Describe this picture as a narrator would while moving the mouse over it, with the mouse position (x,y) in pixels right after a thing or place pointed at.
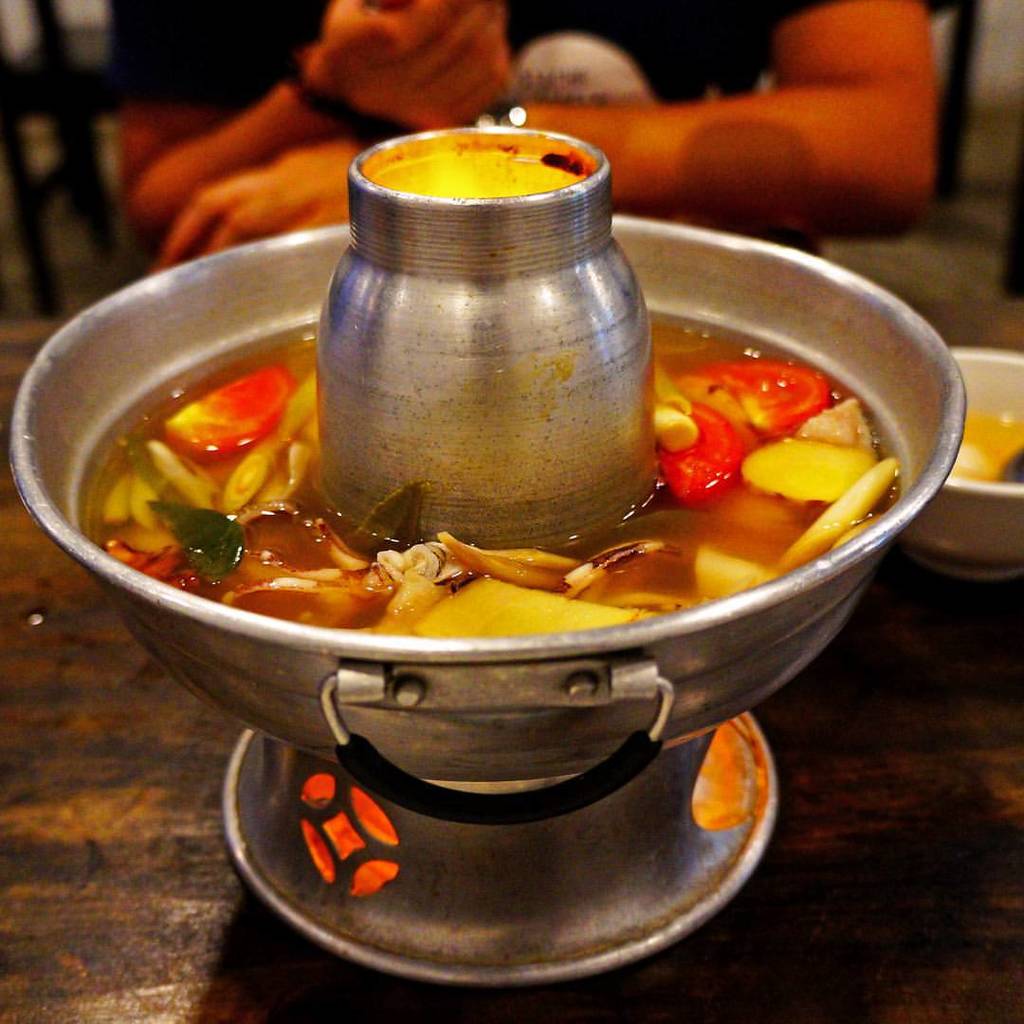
In the image we can see there is a hot pot (553,793) kept on the table (795,843) and there is food item (242,360) kept in it.
